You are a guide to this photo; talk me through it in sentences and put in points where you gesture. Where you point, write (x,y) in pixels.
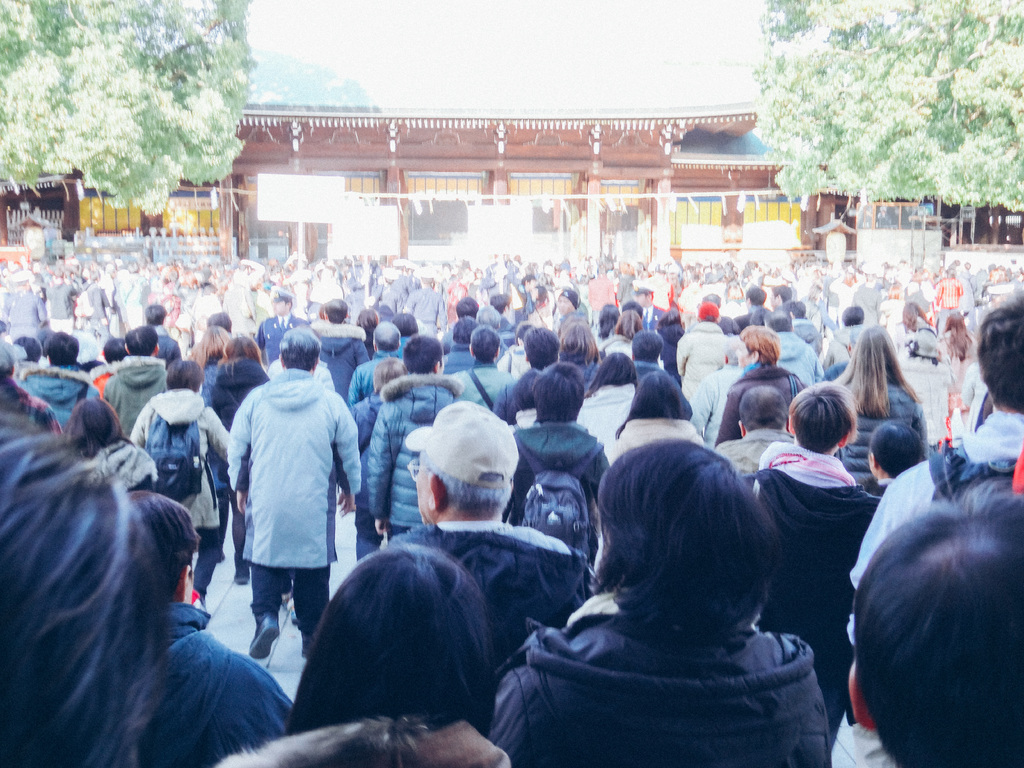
In the image there are many people (392,274) standing. In the background (417,143) there is a building (574,134). And also there are trees (926,179).
